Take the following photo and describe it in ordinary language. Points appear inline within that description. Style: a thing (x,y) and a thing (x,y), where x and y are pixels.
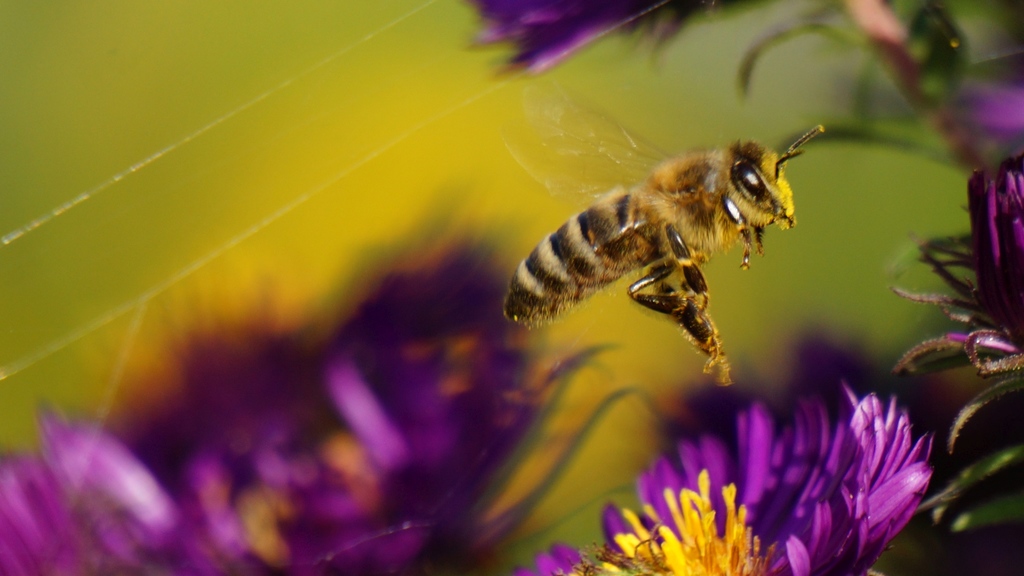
In this picture we can see a honey bee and flowers (532,425) and in the background (284,434) we can see it is blurry.
